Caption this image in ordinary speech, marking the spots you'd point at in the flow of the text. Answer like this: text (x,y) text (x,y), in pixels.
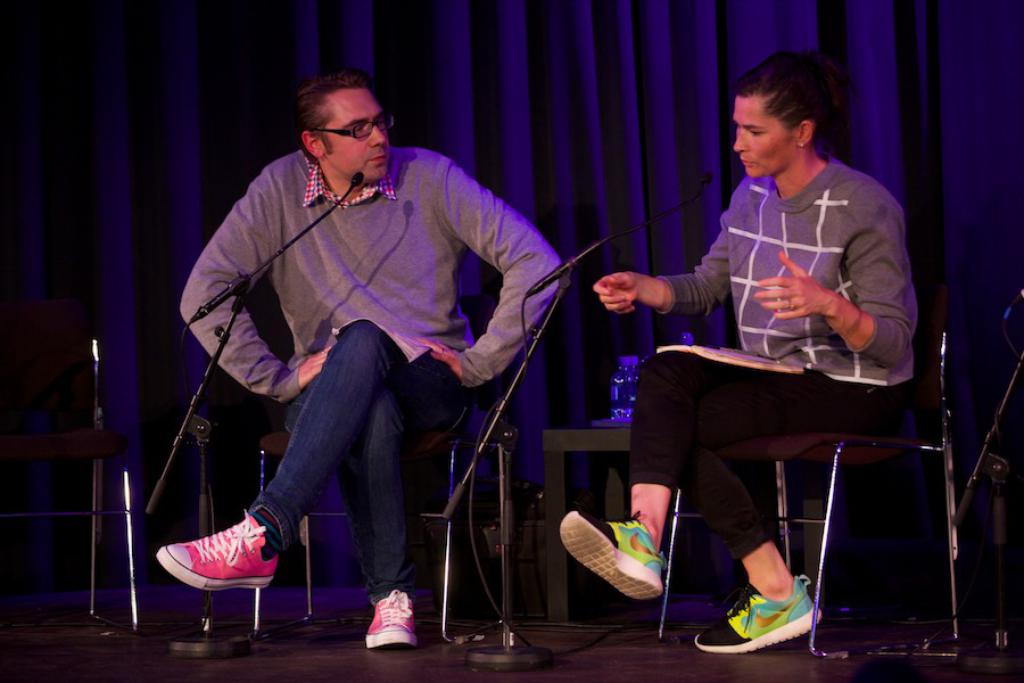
There are two people (539,240) sitting on chairs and holding books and we can see microphones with stands (509,631) and objects (630,401) on the table (572,444). We can see bag (542,585) on the floor (327,681). In the background (611,117) we can see curtains (644,43).
